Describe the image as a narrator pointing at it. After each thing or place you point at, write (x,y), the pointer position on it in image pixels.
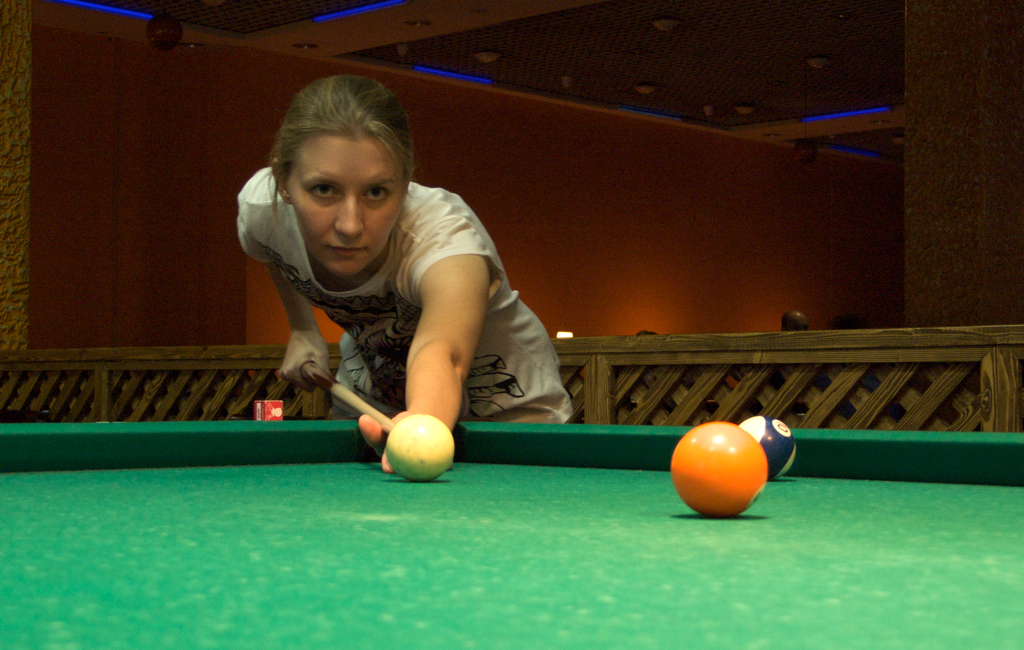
In this image there is a woman (341,182) with white t-shirt (505,372), she is holding stick (327,374) and she is playing the game. There are balls (718,464) on the table (403,479). At the back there are two persons (845,327). At the top (450,68) there are lights (471,78).
